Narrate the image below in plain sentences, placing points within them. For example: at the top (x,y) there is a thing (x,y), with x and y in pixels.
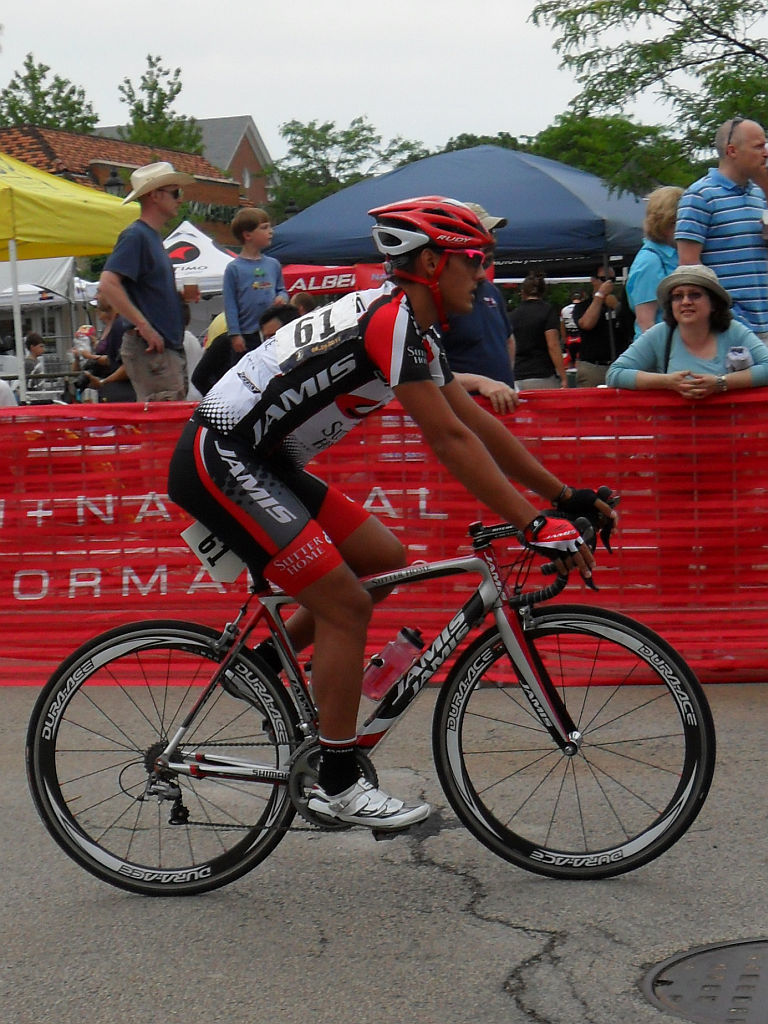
In this image I see a man (588,491) on the cycle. In the background (6,222) I see few people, few umbrellas (34,219), buildings (9,137), trees (735,72) and the sky (40,3).
